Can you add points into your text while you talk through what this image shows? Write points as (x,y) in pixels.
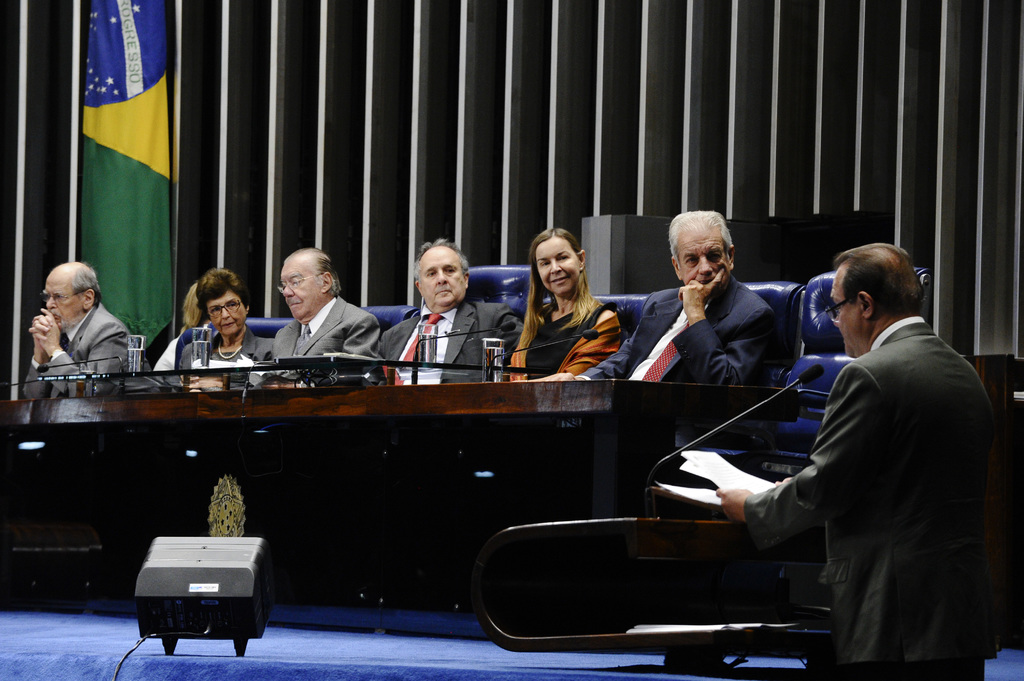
In this picture we can see a man (834,576) holding papers (720,469) with his hand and in front of him we can see a mic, some people (494,326) sitting on chairs (795,365), glasses (486,383) on the table (439,489), flag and some objects (343,380).
